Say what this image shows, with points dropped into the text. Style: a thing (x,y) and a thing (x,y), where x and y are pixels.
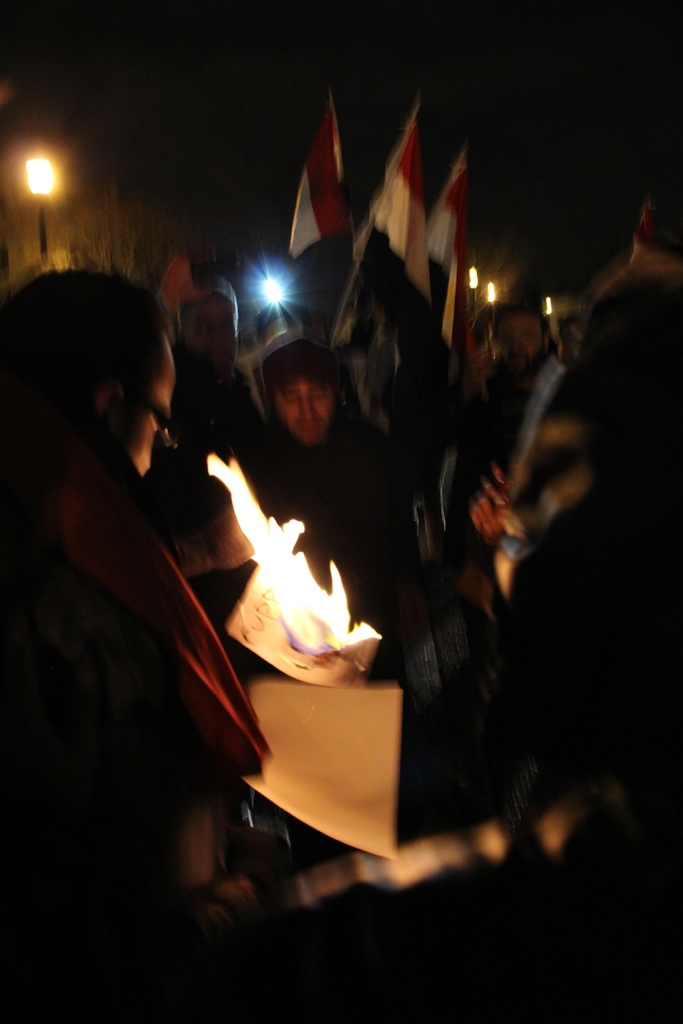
In this image there are persons (478,577), there are flags (418,234), lights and in the center (313,630) there is a fire (299,627).
